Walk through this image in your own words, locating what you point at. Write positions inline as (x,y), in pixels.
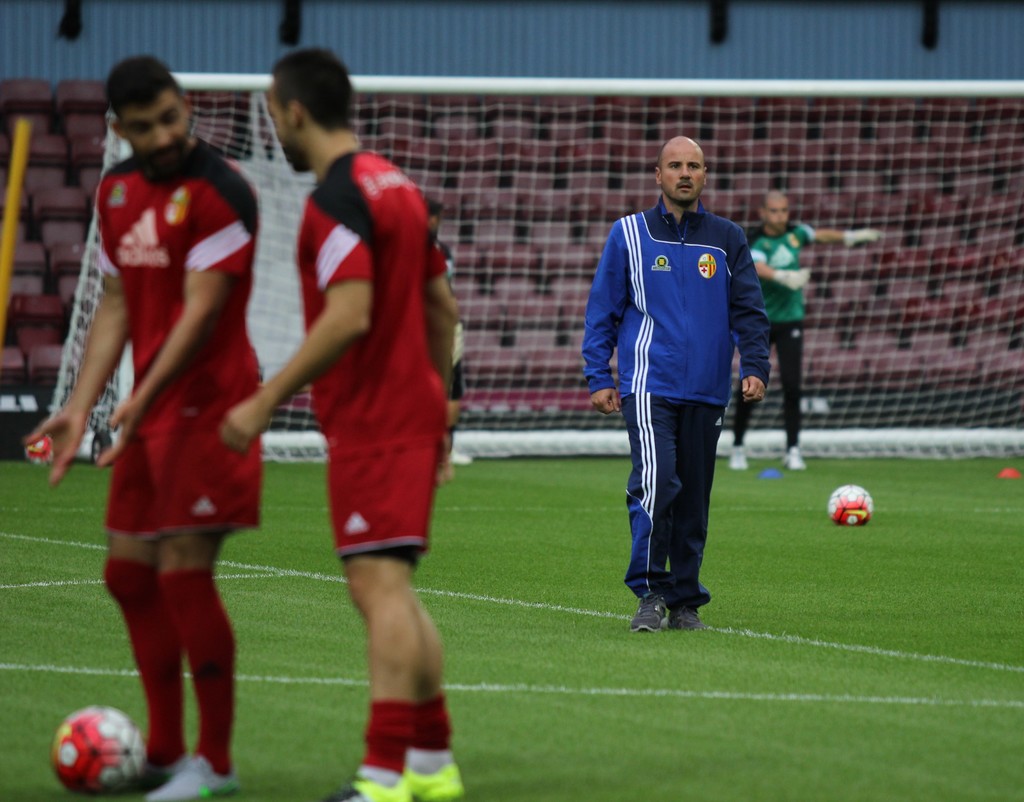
It is a football ground (539,552), the players (413,268) are standing in the ground (285,581) there are total three balls (863,514) on the ground (719,491) and the stadium (75,242) is empty behind the ground (733,500).
